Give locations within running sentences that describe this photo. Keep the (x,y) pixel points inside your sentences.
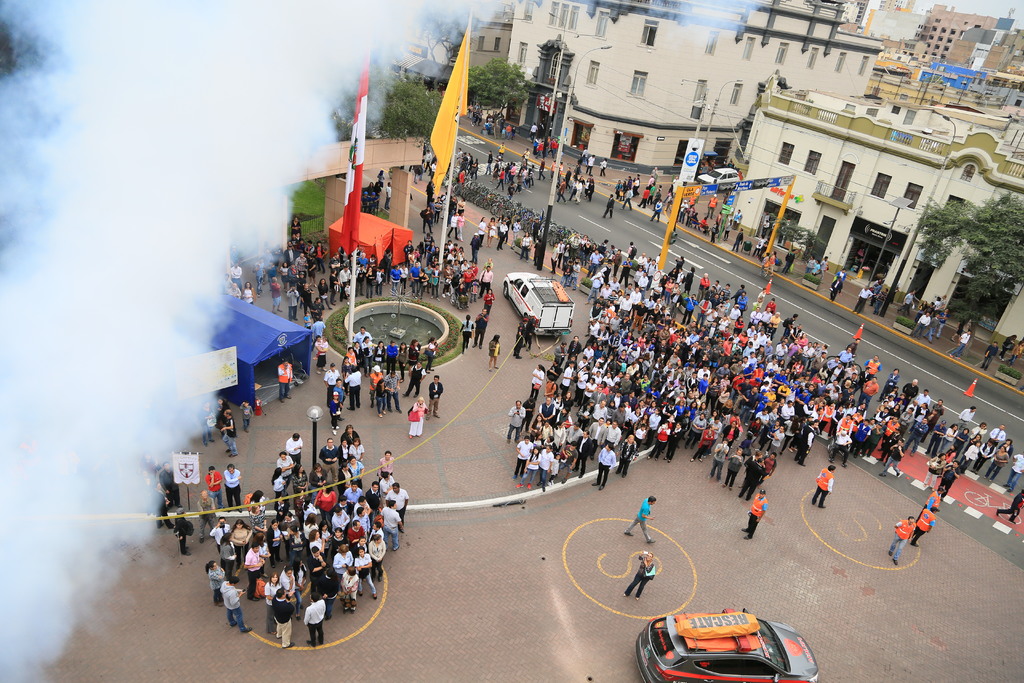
In this picture we can see a group of people (243,526) standing on the ground (367,632), traffic cones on the road (479,149), vehicles (513,286), flags (456,115), tents (253,380), arch (397,219), trees (492,92), smoke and some objects (552,208) and in the background (557,44) we can see buildings (828,71) with windows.
